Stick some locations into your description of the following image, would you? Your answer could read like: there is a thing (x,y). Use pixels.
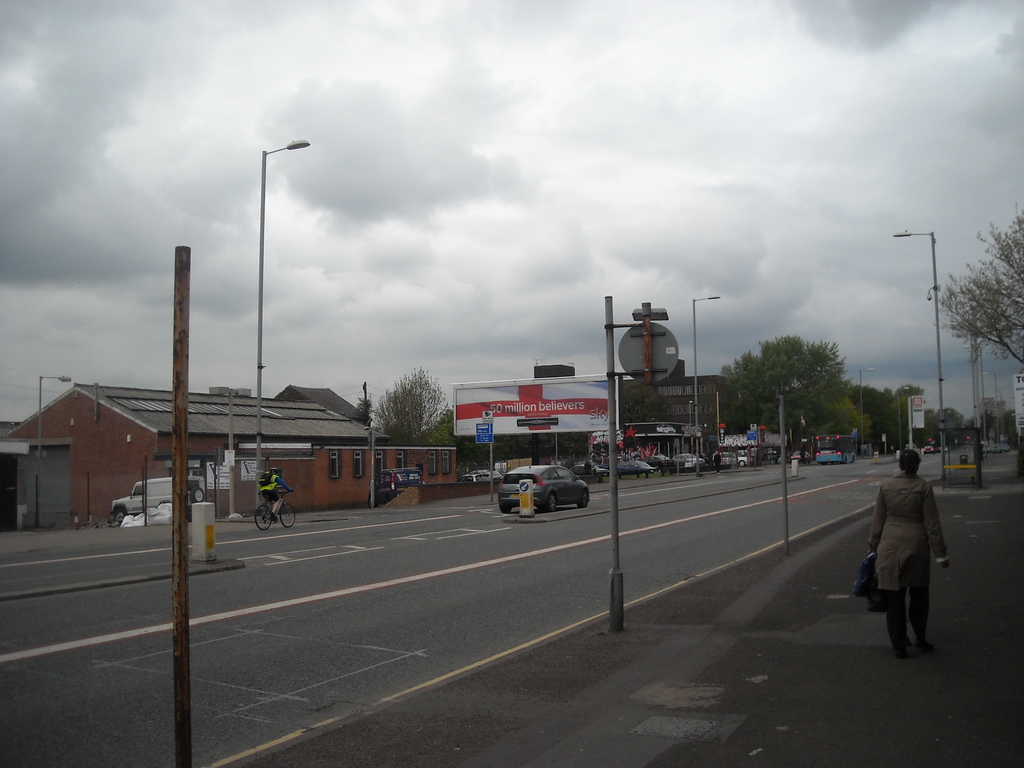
In this image we can see this person (912,474) is walking on the sidewalk (767,674). Here we can see boards (663,345) to the pole (614,547), light poles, vehicles (268,518) moving on the road (641,558), trees (774,378), houses (146,454), banners (591,401) and the cloudy sky (515,278) in the background (556,297).
